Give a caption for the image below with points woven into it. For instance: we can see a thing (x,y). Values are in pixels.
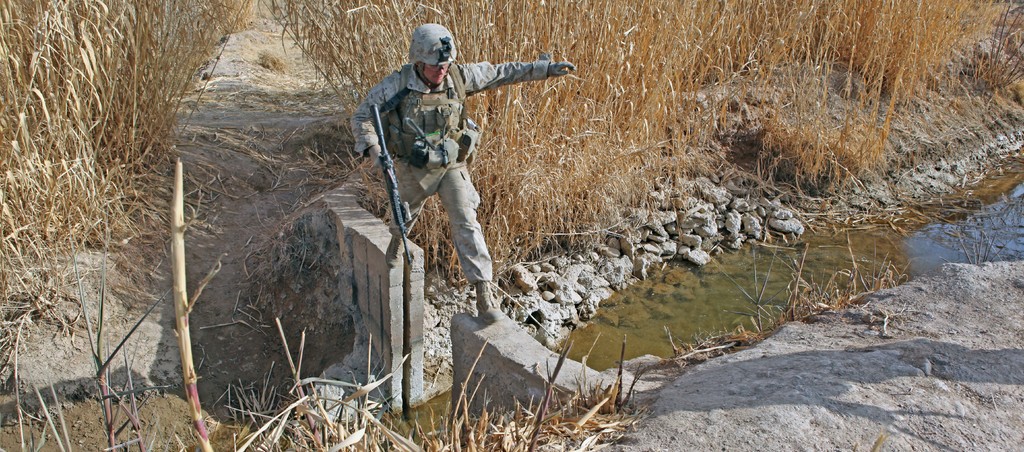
The man (405,159) in the middle of the picture (402,174) who is wearing the uniform (449,101) is holding a rifle (403,234) in his hand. He is walking on the wall (364,224). In the right bottom of the picture (828,337), we see a rock (901,368). Beside that, we see water (648,331) and stones (522,286). In the background (723,70), we see dry plants (670,88) and trees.
